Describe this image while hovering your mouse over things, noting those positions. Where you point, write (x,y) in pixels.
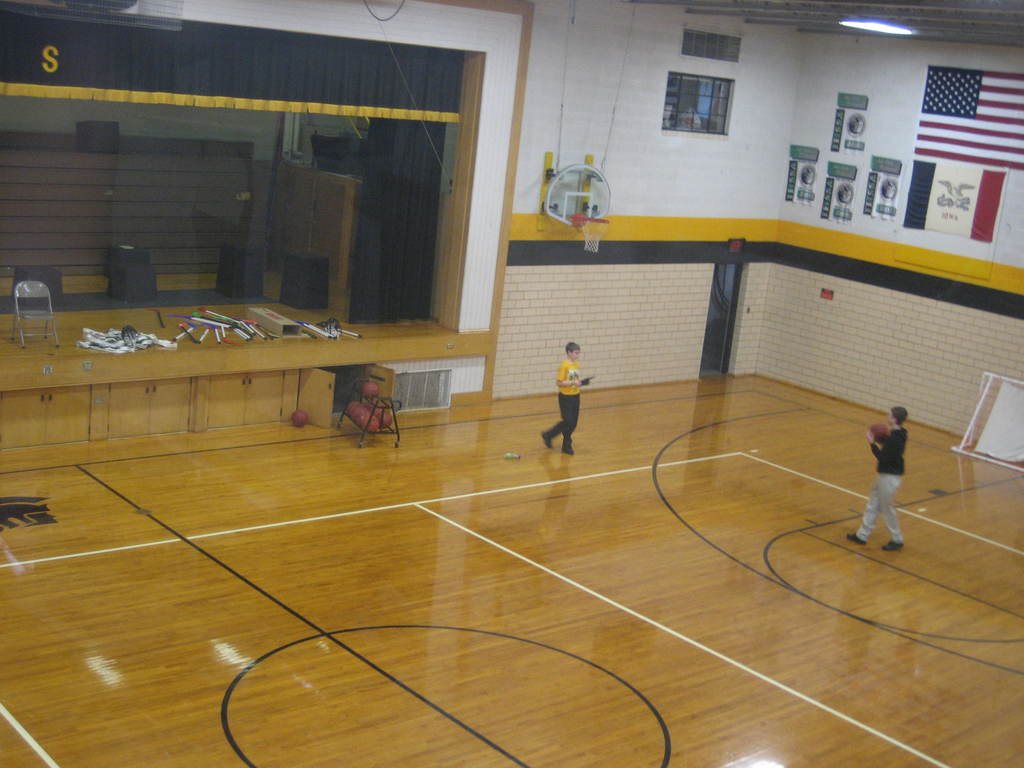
In this image I see the court (687,400) and I see 2 persons (892,498) in which this person (890,456) is holding a ball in hands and I see few more balls (378,426) over here and I see the platform (171,312) over here on which there are many things (136,337) and I see a chair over here. In the background (871,389) I see the wall (882,229) and I see the flags (957,80) over here and I see the light (874,30) on the ceiling (917,11) and I see the basket (579,195) over here.
